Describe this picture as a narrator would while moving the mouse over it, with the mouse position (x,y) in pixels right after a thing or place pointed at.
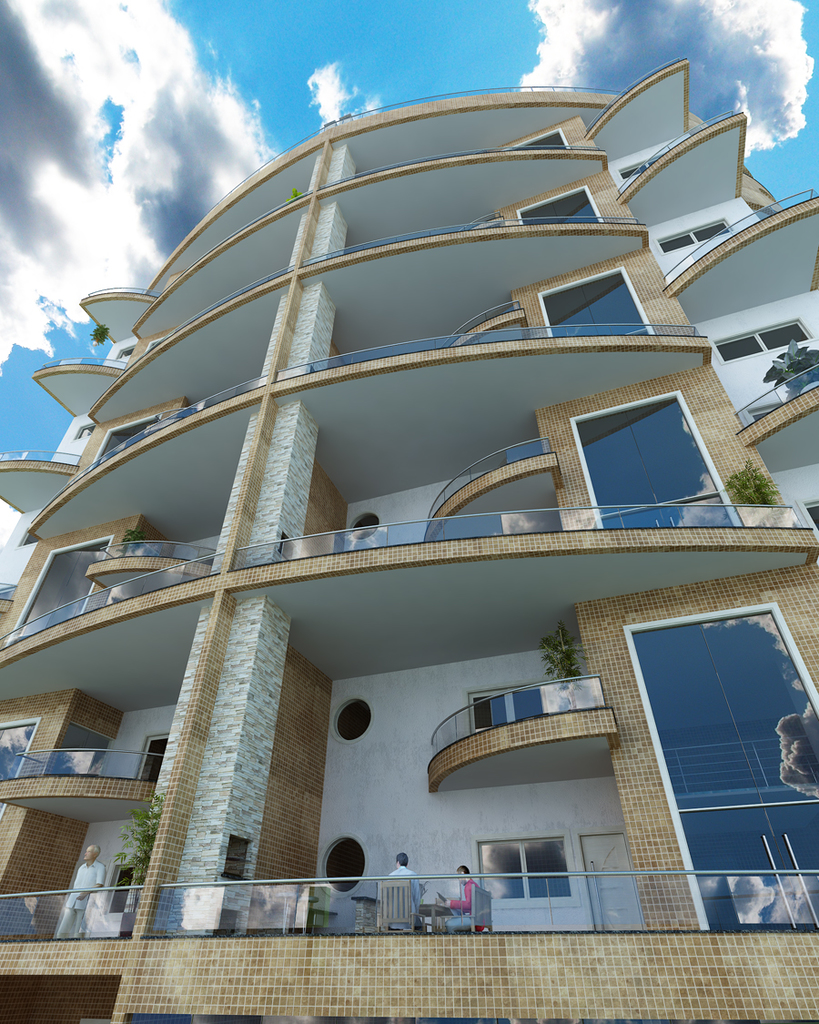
In the center of the image (304,568) there is a building (505,966). At the top of the image (353,97) there is sky (244,87) and clouds (152,74).
